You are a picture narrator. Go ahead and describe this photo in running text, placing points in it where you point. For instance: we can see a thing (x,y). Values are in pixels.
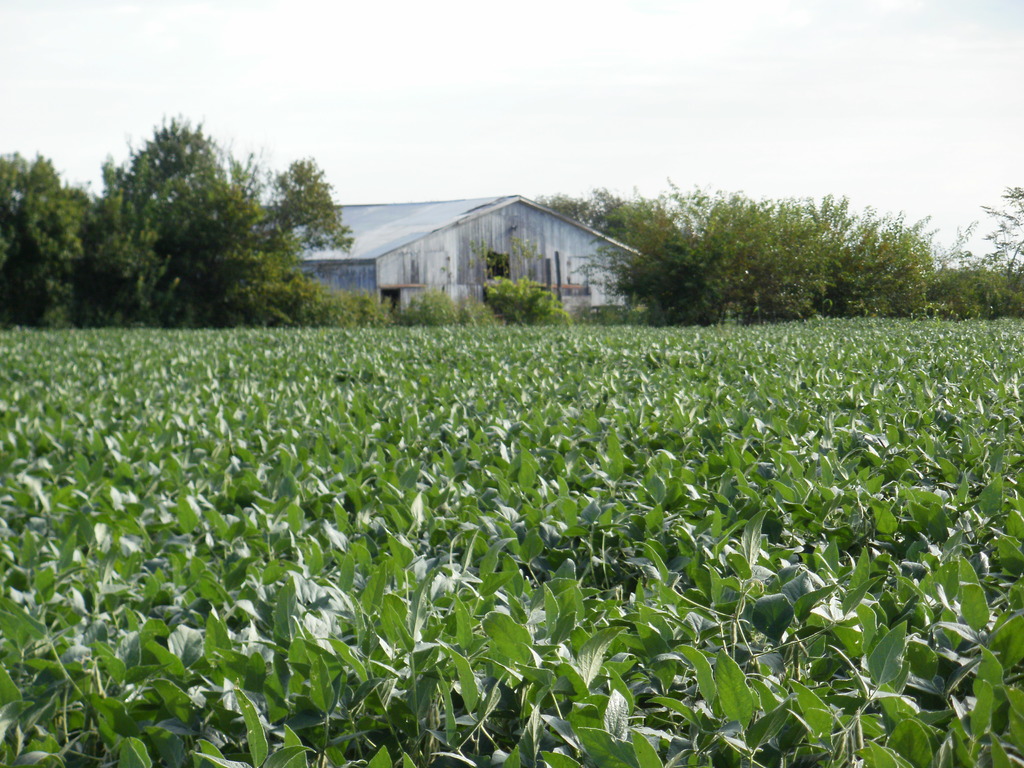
Front we can see a number of plants (620,501). Background (350,269) there is a house (535,206) and trees (735,201).
